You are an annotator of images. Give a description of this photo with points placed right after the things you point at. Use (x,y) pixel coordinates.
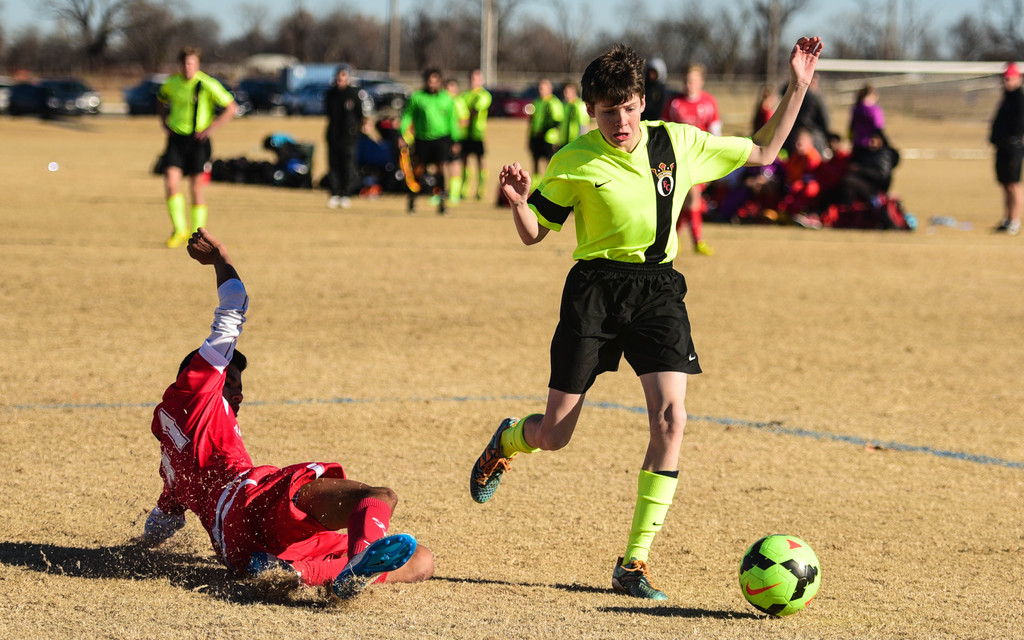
This image is taken outdoors. At the bottom of the image (793,526) there is a ground (535,603) with grass (455,524) on it. In the middle of the image (660,410) a boy (563,195) is running on the ground (578,484) and he is about to kick a ball (751,577). On the left side of the image (211,456) a man (211,456) fell on the ground (269,433). In the background (446,145) a few people (197,191) are standing on the ground (971,153) and there are many trees (955,42) and a few vehicles (305,80) are parked on the ground (230,140).
